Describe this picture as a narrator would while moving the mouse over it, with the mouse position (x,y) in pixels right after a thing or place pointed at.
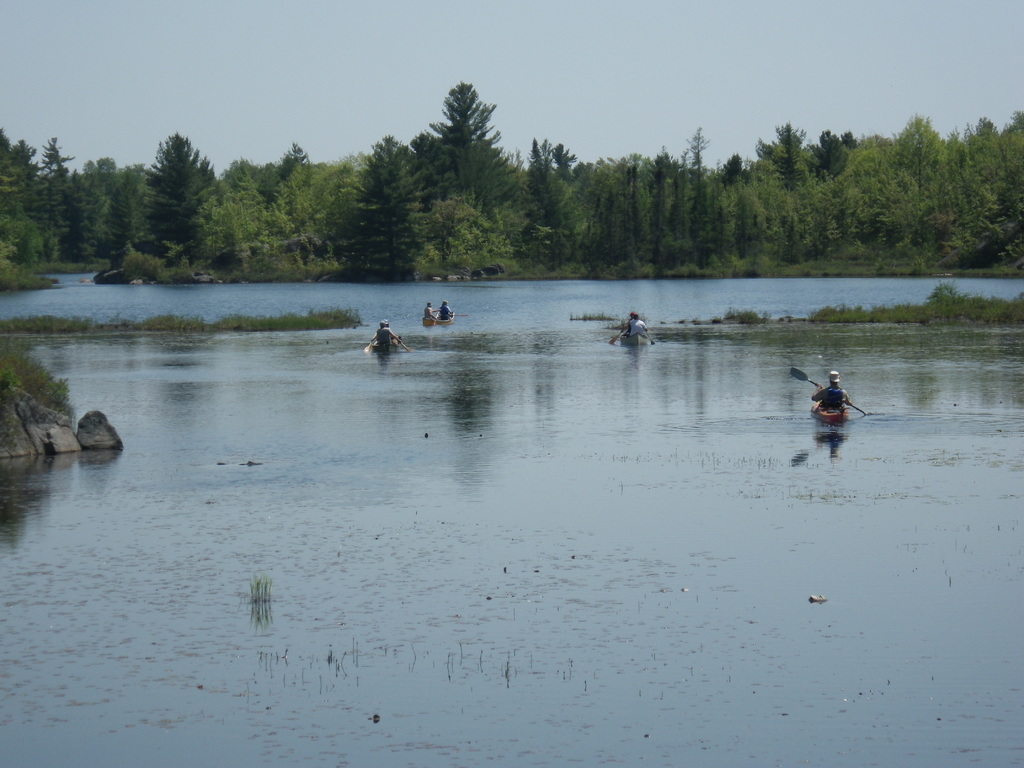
In the foreground of this image (472,597), there is water (185,540). On the left (46,417), there are rocks (59,421) and we can also see few persons (447,314) on the boats (819,416) moving on the water (656,422). In the background (621,199), there are trees (340,195) and the sky (303,67).
